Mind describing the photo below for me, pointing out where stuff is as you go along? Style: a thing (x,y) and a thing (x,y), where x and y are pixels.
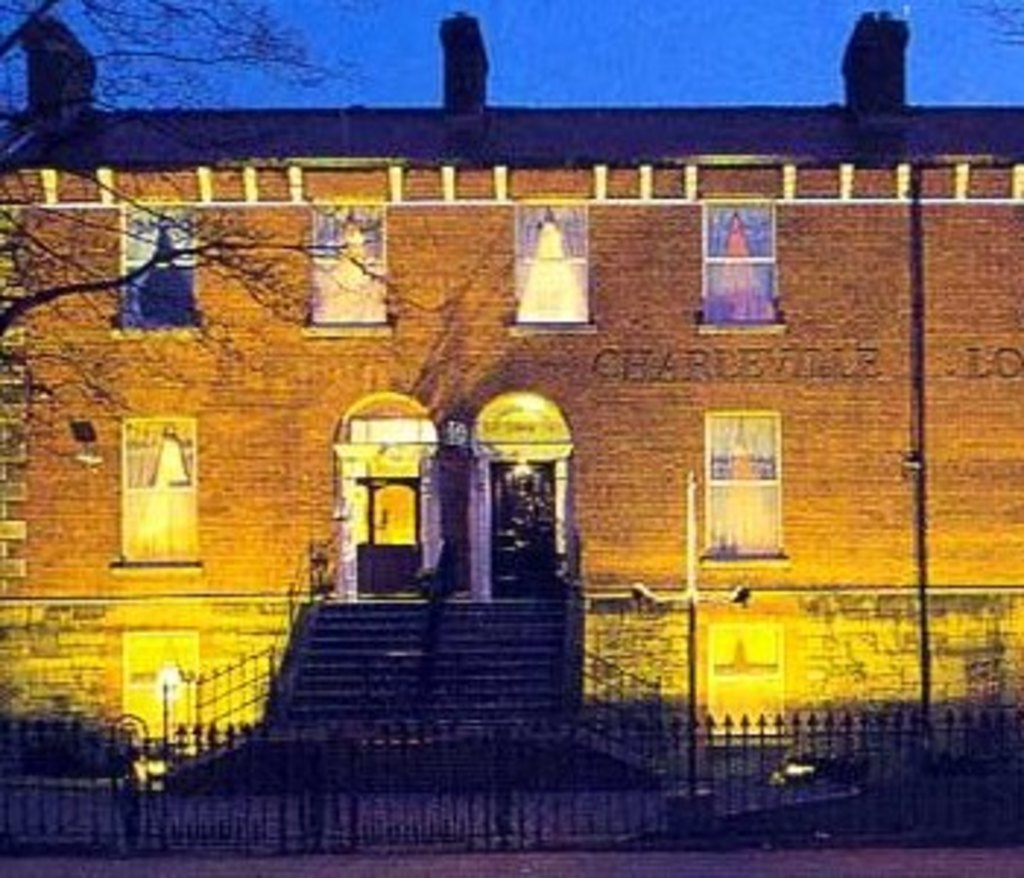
In this image we can see a building (981,466), fence (701,747), poles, windows (737,459), and branches (241,43). In the background (372,89) there is sky (632,45).
